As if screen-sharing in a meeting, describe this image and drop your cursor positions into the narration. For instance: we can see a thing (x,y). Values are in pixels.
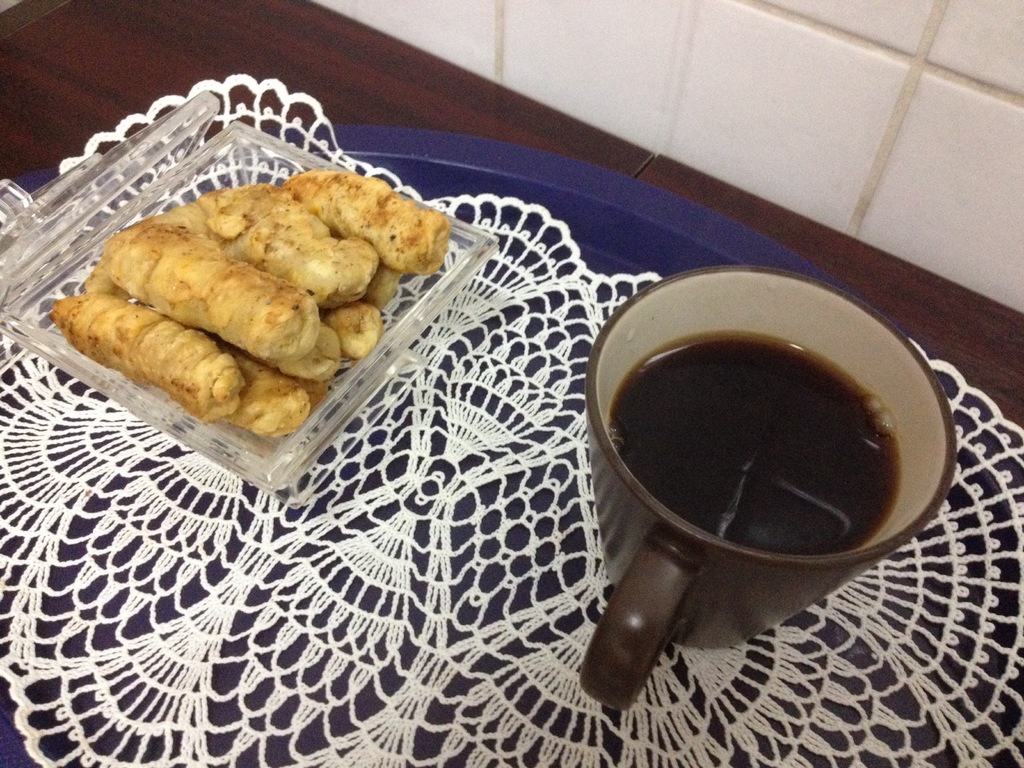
In this image I can see some food items (327,271) on the table (468,128). In the background (769,104), I can see the wall (818,89).
